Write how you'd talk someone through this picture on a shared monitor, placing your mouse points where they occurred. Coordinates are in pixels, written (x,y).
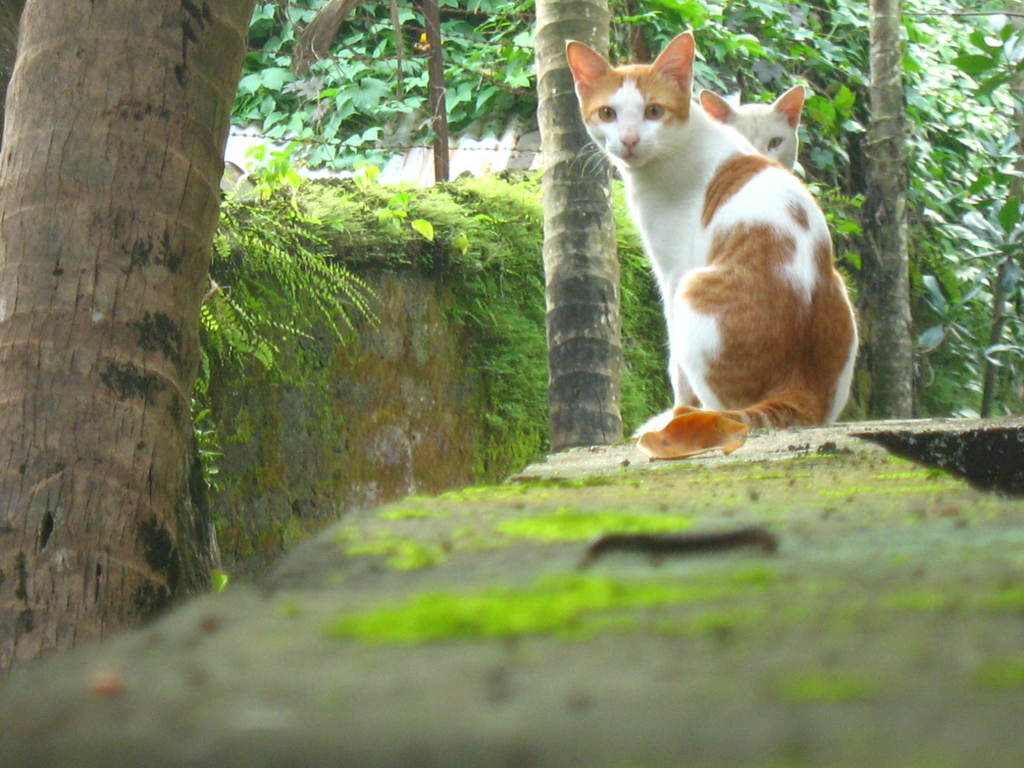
In this image we can see the two cats (743,362). Here we can see the trunk (188,206) of a tree (182,316) on the left side (169,361). Here we can see the metal fence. Here we can see the fence wall (490,306) on the left side (285,361). In the background (494,91), we can see the trees (911,52).
